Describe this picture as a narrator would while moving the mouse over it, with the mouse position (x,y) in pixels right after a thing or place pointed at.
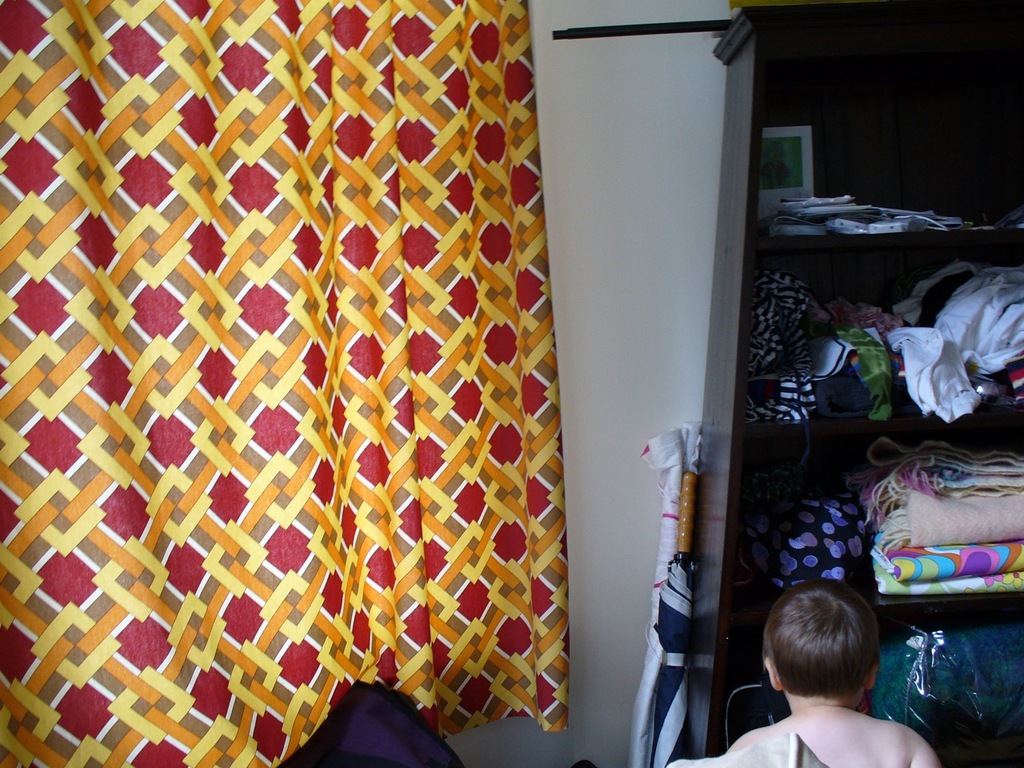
In this picture we can see one curtain (282,201), beside there is a shelf's (839,436) some clothes (889,374) are placed in it and we can see one boy (834,678) in front of the shelf's (853,533).
